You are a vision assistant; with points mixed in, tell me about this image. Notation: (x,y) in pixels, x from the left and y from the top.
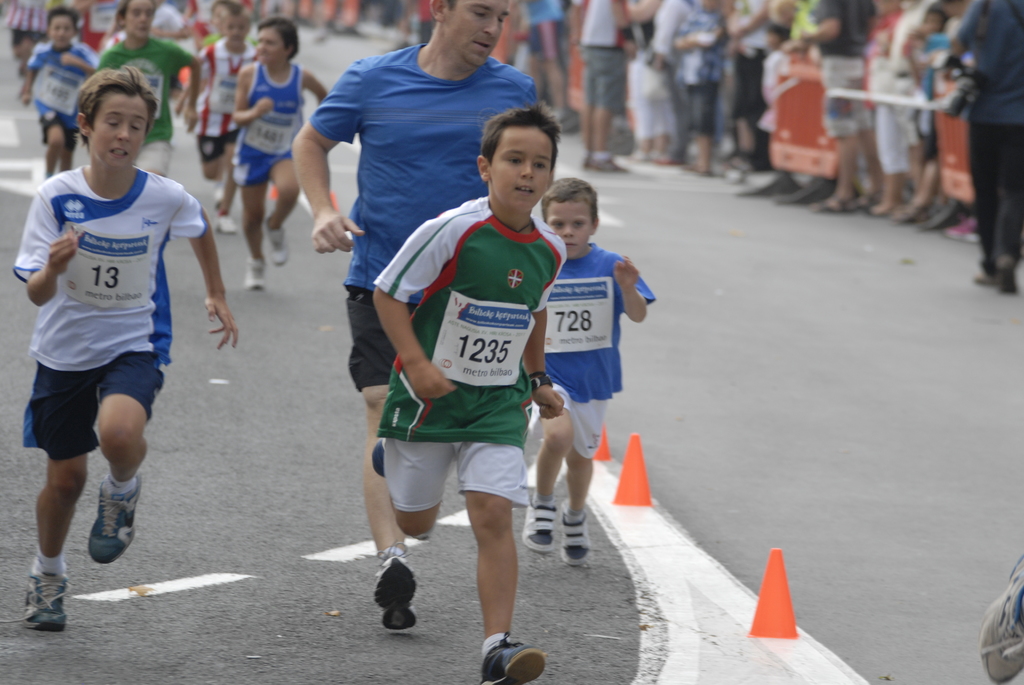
In the center of the image (362,247) we can see a group of people (155,130) running on the road (351,197). On the right side of the image (1003,189) we can see group of people (748,108) standing.
